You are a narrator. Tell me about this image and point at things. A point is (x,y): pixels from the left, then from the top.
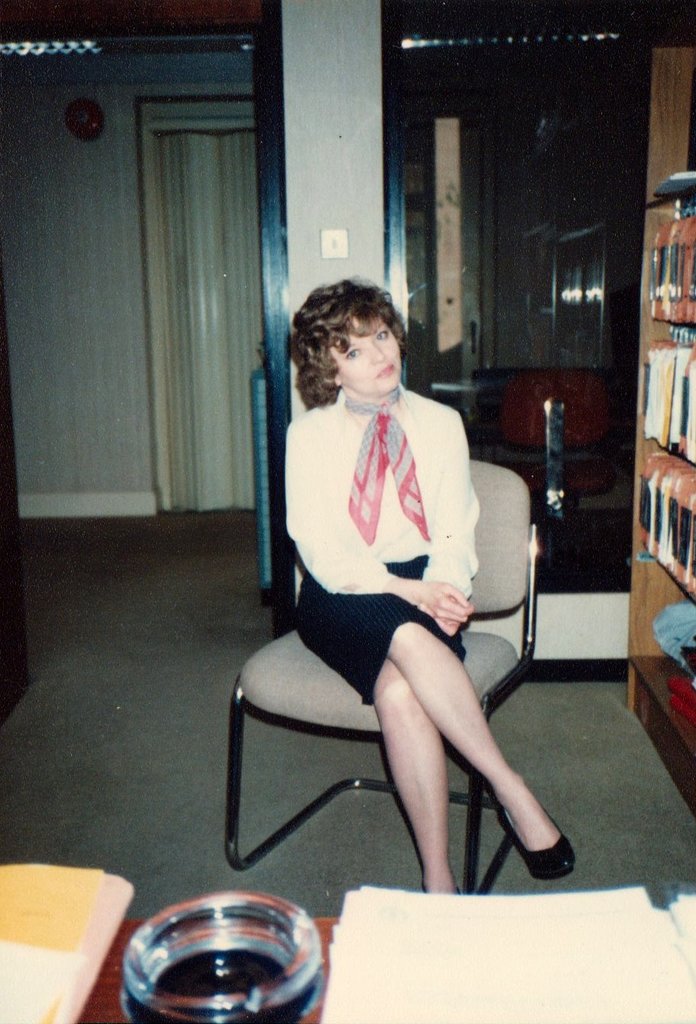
In this picture there is a woman (305,366) sitting on a chair (309,715) and we can see floor (636,873). At the bottom of the image (379,915) we can see papers (695,929) and objects (270,971) on the table (325,960). On the right side of the image (644,710) we can see objects (674,701). In the background of the image (604,169) we can see wall (62,211), glass (520,216) and lights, through this glass (606,454) we can see chairs (574,377).
